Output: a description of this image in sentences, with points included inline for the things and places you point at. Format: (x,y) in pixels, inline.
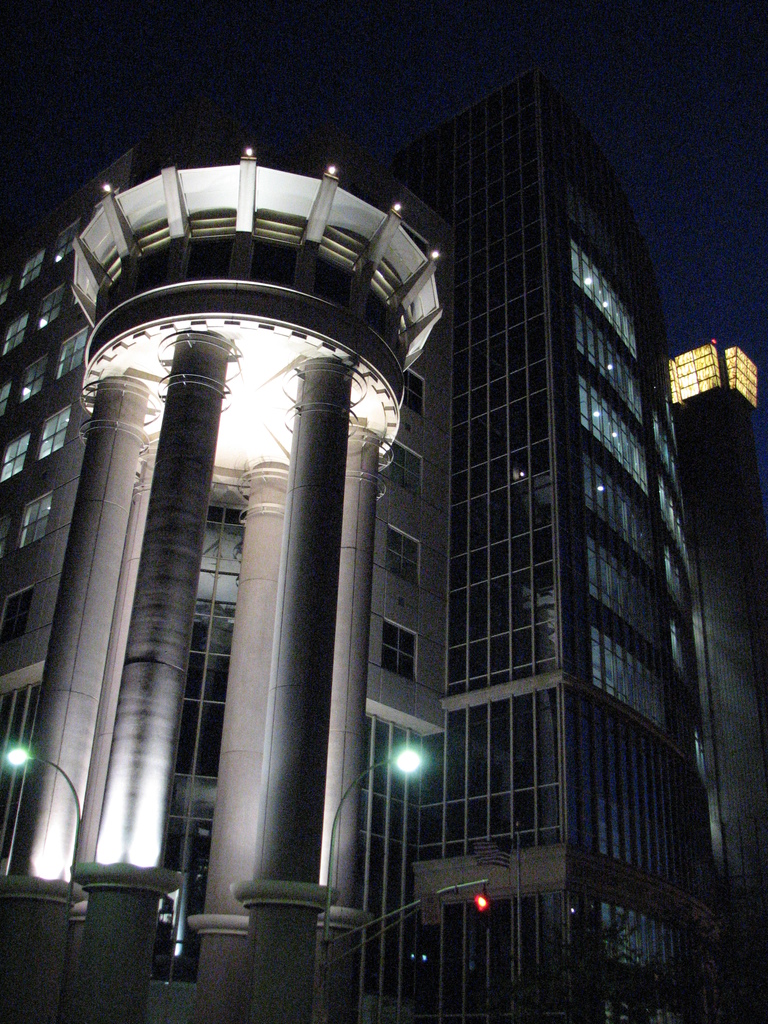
In the foreground of the picture (37,736) there are lights (10,755), pillars (138,991) and wall (523,968). In the center of the picture (415,358) we can see buildings (642,357) and lights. At the top (237,127) it is dark.
